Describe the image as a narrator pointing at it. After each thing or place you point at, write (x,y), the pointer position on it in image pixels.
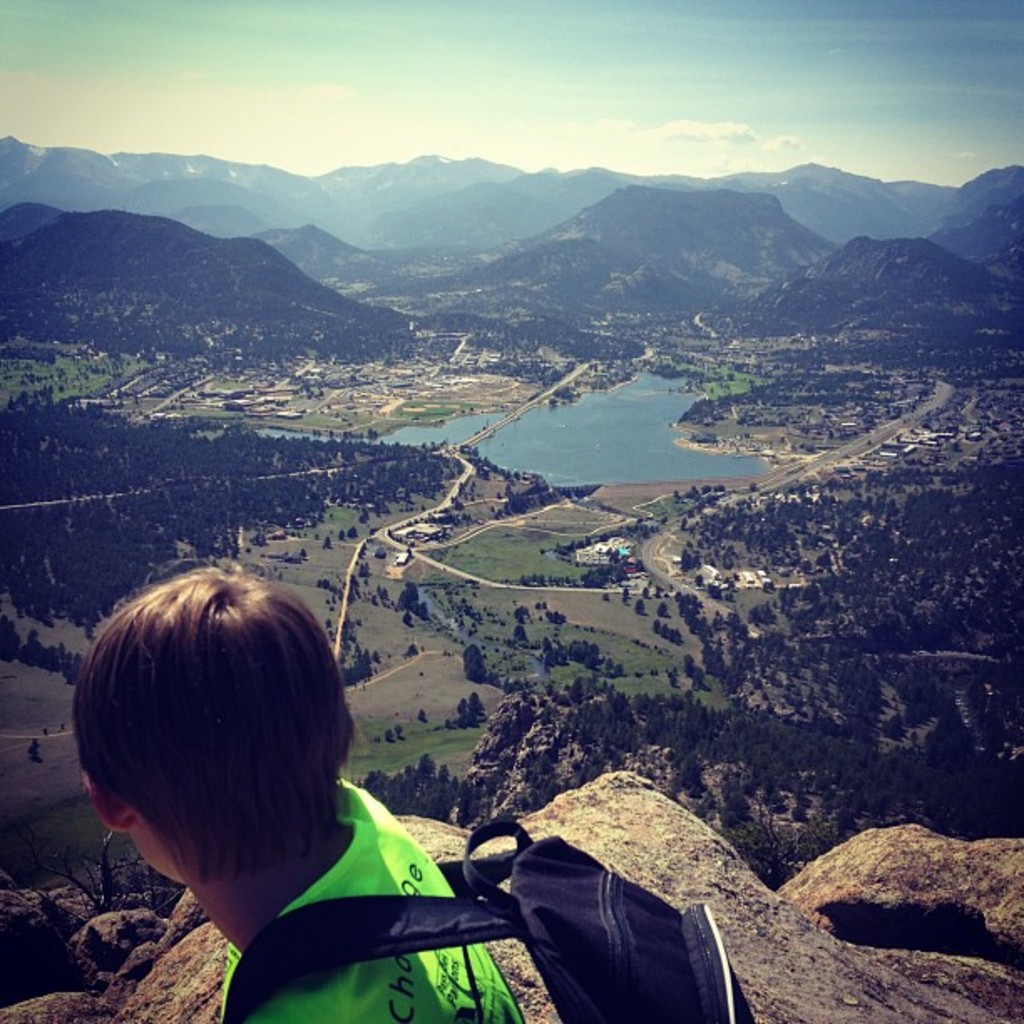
In this image we can see a person (224,759) wearing a bag (592,947). Also there are rocks (524,1004). In the background (263,476) there are trees (827,615), water (629,432), hills (568,268) and sky (607,108) with clouds (692,122).
